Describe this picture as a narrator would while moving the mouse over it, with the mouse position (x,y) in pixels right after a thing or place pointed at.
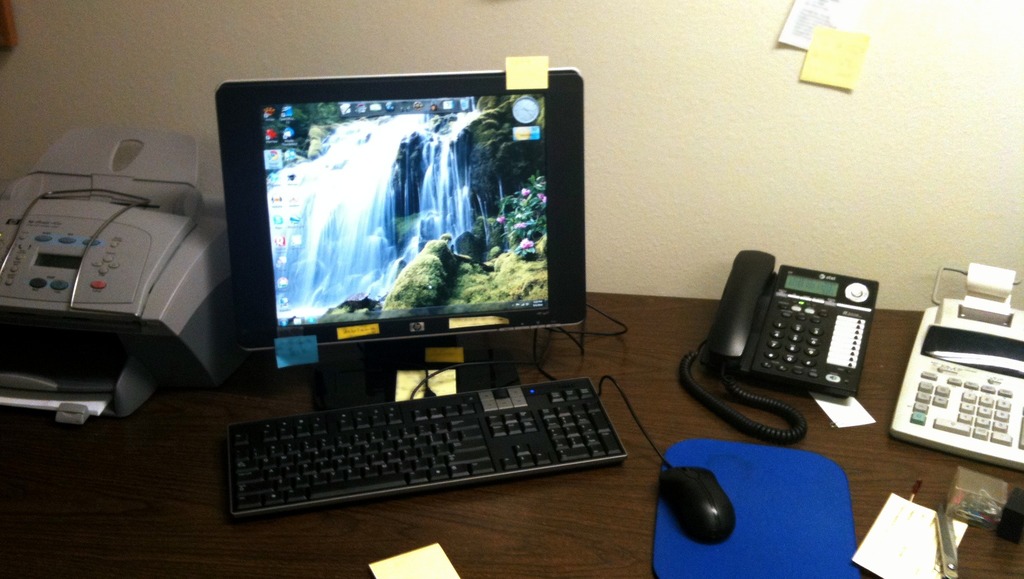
In this picture there is a computer (429,205) placed on the table (553,372). Beside the computer (314,328) there is a printer (153,332) and a telephone (798,352) and a calculator (947,395) here. There is a mouse pad (758,491) and a mouse (693,483) here. In the background (823,29) there are some papers (802,41) stuck to the wall (702,58).
